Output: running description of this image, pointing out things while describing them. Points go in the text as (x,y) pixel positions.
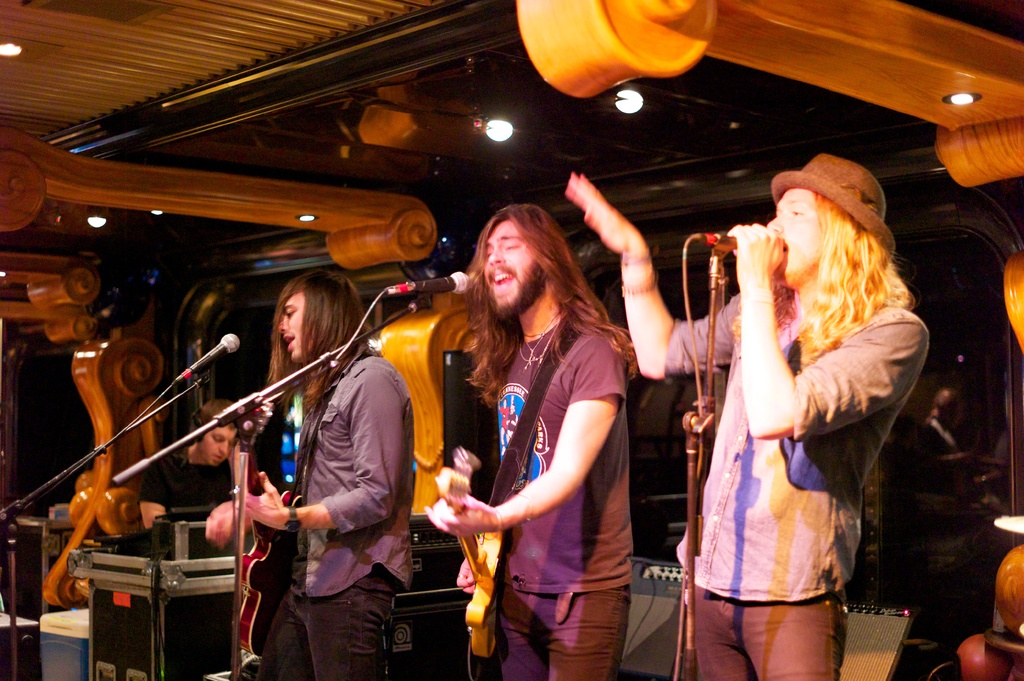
In this image i can see few people (503,318) standing and holding musical instruments (464,537) in their hands (479,525), I can see microphones (711,242) in front of them. In the background (374,192) i can see the ceiling (334,156) and a person (209,474) sitting.
